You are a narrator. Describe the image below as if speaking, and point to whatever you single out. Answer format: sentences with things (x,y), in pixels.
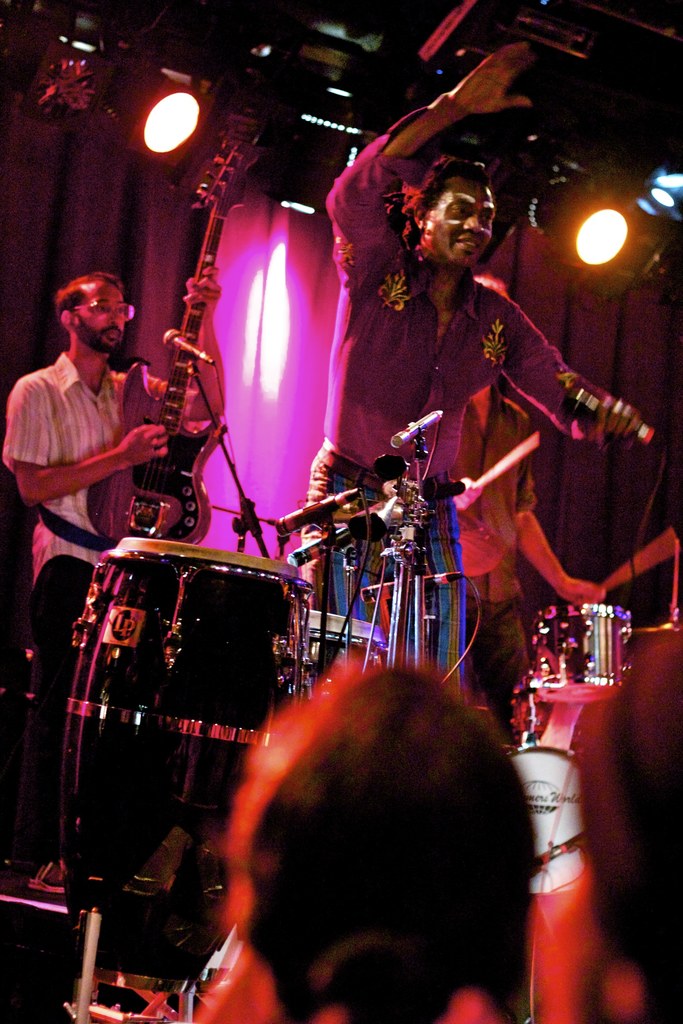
In this image there is a man (410,374) in the middle (419,389) who is standing with a mic (597,405) in his hand (589,428). At the background (91,327) there is another man (77,414) who is playing the guitar (156,483) with his hand (121,455). In front (402,573) them there are drums (207,563) and mic stand (399,590). There are crowd (517,936) who are watching them on the stage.
